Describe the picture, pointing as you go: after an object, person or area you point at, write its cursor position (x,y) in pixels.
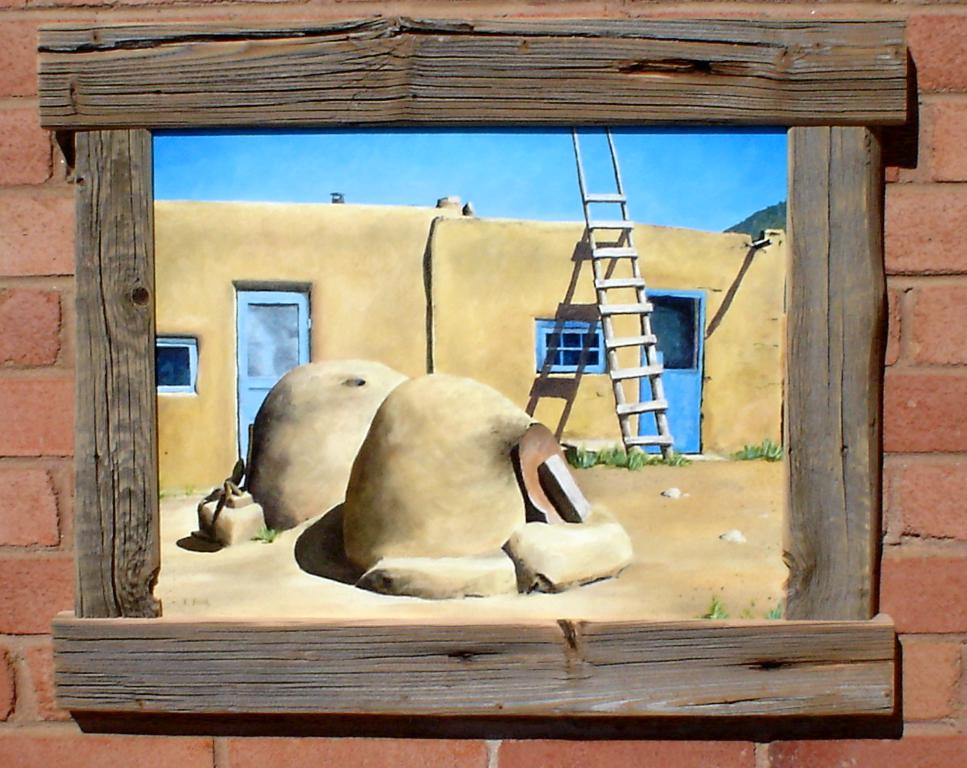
In this image I can see a frame (811,418) attached to the wall (897,401) and the wall (885,400) is in maroon color, in the frame (832,383) I can see few stones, a house (363,275) in brown color, doors (671,360) and the sky (391,171) is in blue color.
